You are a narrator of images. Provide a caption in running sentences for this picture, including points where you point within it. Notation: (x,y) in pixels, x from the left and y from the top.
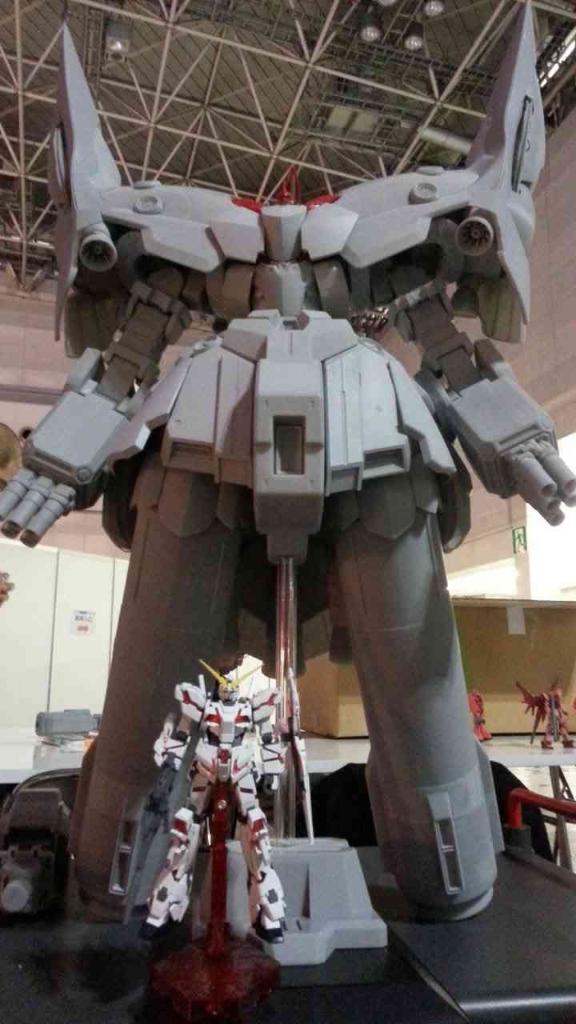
In this image, I can see the transformer robots (530,698) of different sizes. This looks like a table (67,969). I think this is the board (70,607). Here is the roof (308,73) with the lights (374,41) and iron poles (306,66).
